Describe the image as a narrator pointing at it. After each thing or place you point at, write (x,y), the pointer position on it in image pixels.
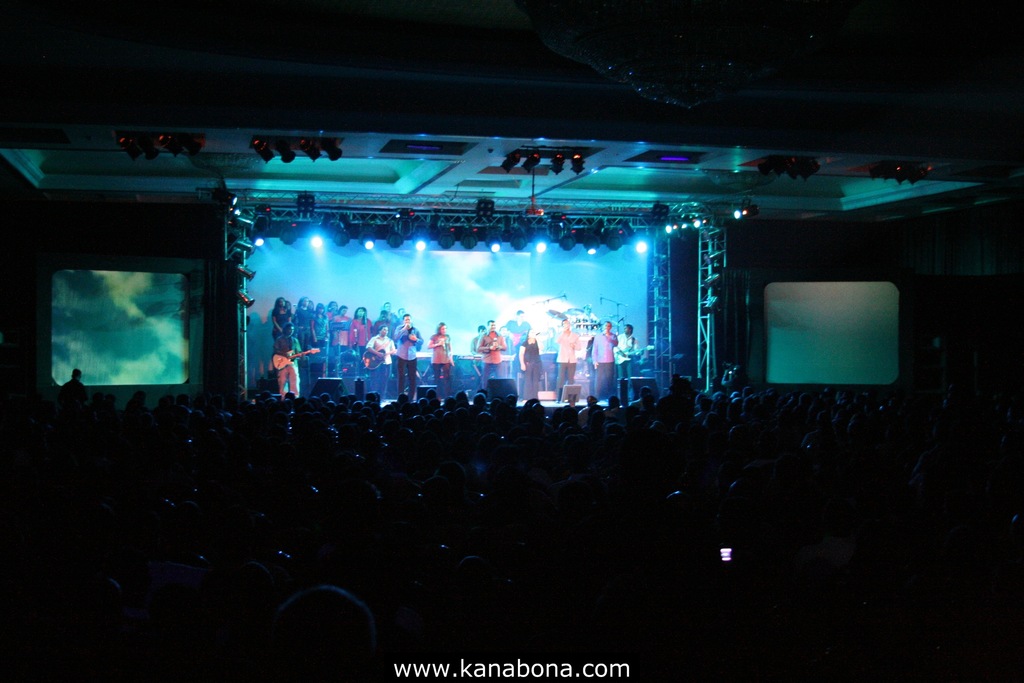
In this image there are a few people (417,334) standing and few are playing guitars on the stage (486,366), there are a few focus lights (300,201) on the top of the image (482,205), in front of them there are a few people (370,569).
